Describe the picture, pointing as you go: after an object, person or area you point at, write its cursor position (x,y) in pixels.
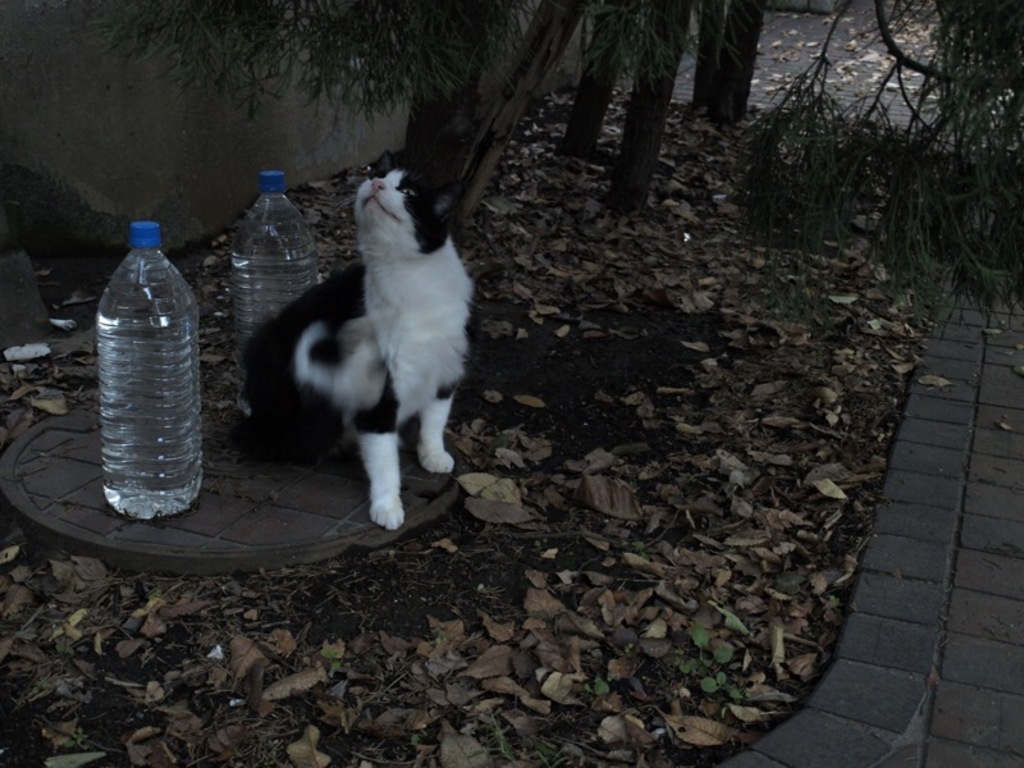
In this image we can see a cat (306,295) and it is looking at somewhere. There are two water bottles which are on the left side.
